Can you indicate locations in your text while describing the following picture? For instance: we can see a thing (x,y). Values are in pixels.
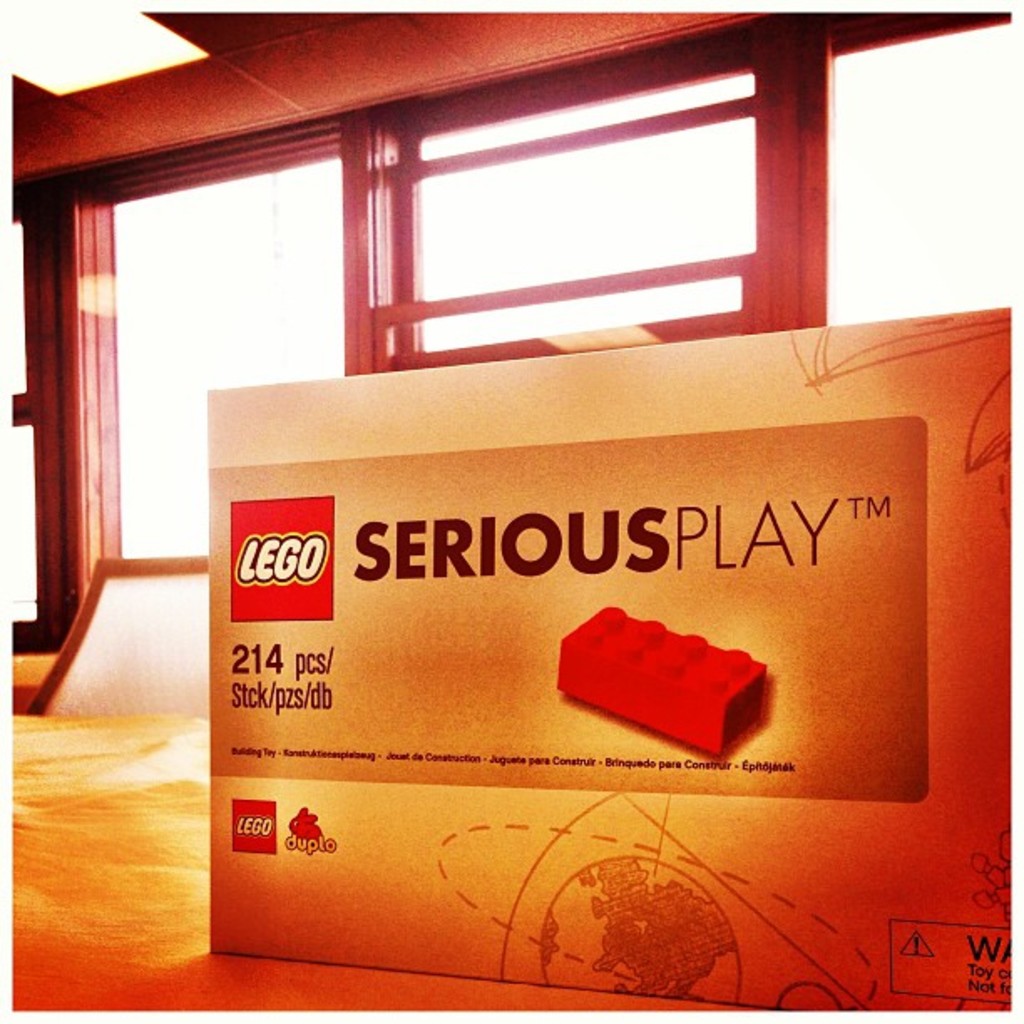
In this image, we can see a board (850,716). There are windows (663,206) in the middle of the image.
